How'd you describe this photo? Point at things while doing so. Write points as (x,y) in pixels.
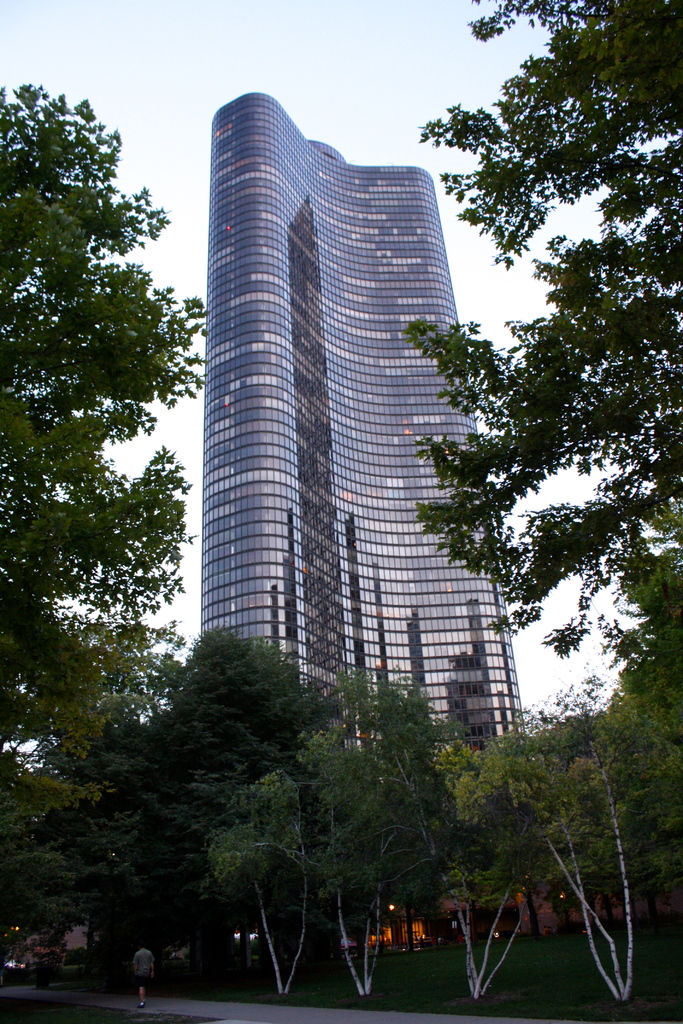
In this image we can see a person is walking on the road (287,1023). Here we can see grass (452,963), trees (50,881), tower building (230,595) and the sky (454,227) in the background (344,447).
